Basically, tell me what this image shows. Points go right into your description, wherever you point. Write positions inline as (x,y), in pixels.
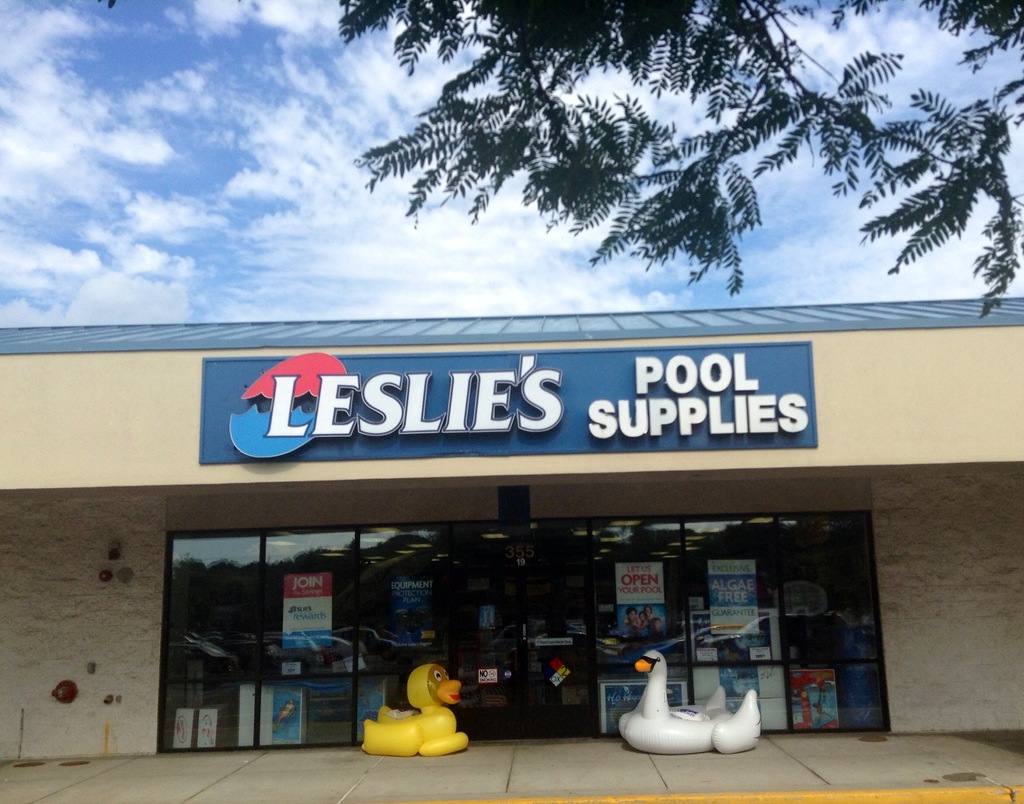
In this image we can see the entrance (501,581) of Leslie's store (526,410) with pool supplies (654,420). We can also see the toys (648,735) on the path (501,776). At the top (248,75) we can see the sky (403,252) with clouds (349,280). We can also see the tree (596,52).
